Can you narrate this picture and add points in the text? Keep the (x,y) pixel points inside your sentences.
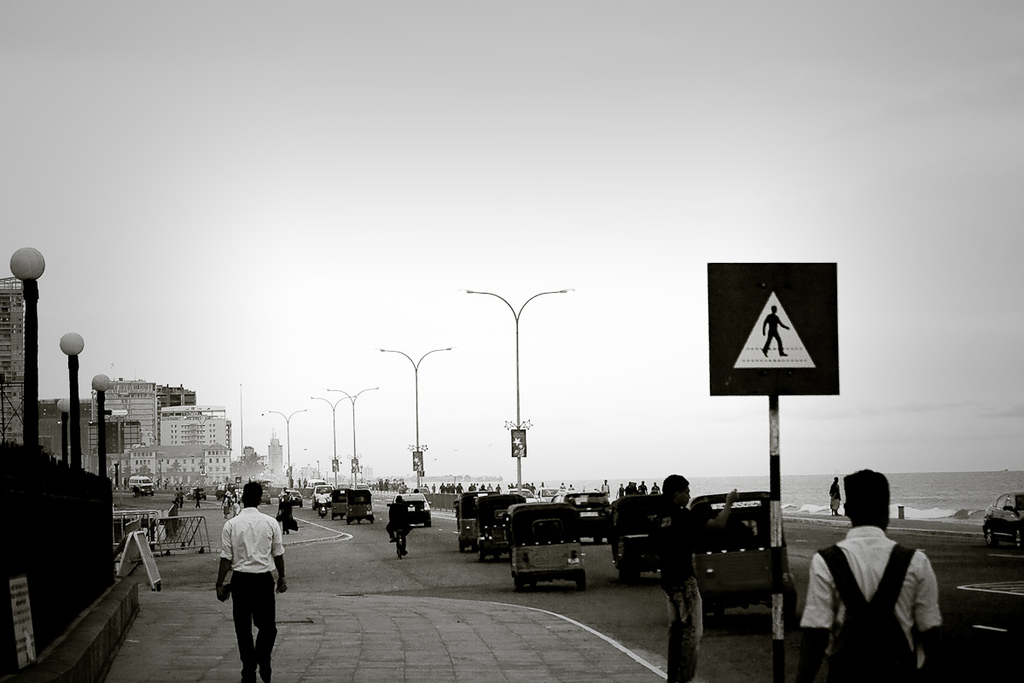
It is the black and white image in which there are few people (272,532) walking on the road (307,505). On the left side (289,427) there are poles (352,411) to which there are lights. On the right side (706,491) there is an ocean (725,488). There are so many vehicles (476,511) on the road (340,548). On the right side (771,465) there is a signal board (764,356). On the left side (138,415) there are so many buildings (138,415) beside the road (339,565).
